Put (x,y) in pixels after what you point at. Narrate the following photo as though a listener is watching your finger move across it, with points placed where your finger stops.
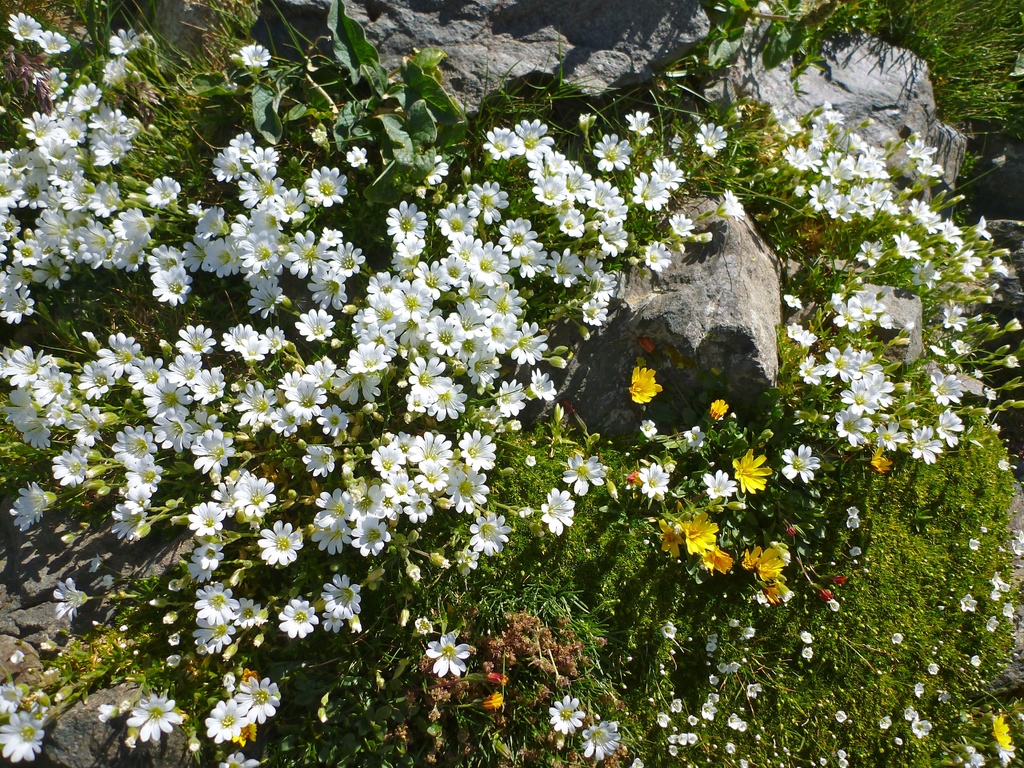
Here we can see plants (762,541), flowers (856,433), and buds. There are rocks (770,260).
